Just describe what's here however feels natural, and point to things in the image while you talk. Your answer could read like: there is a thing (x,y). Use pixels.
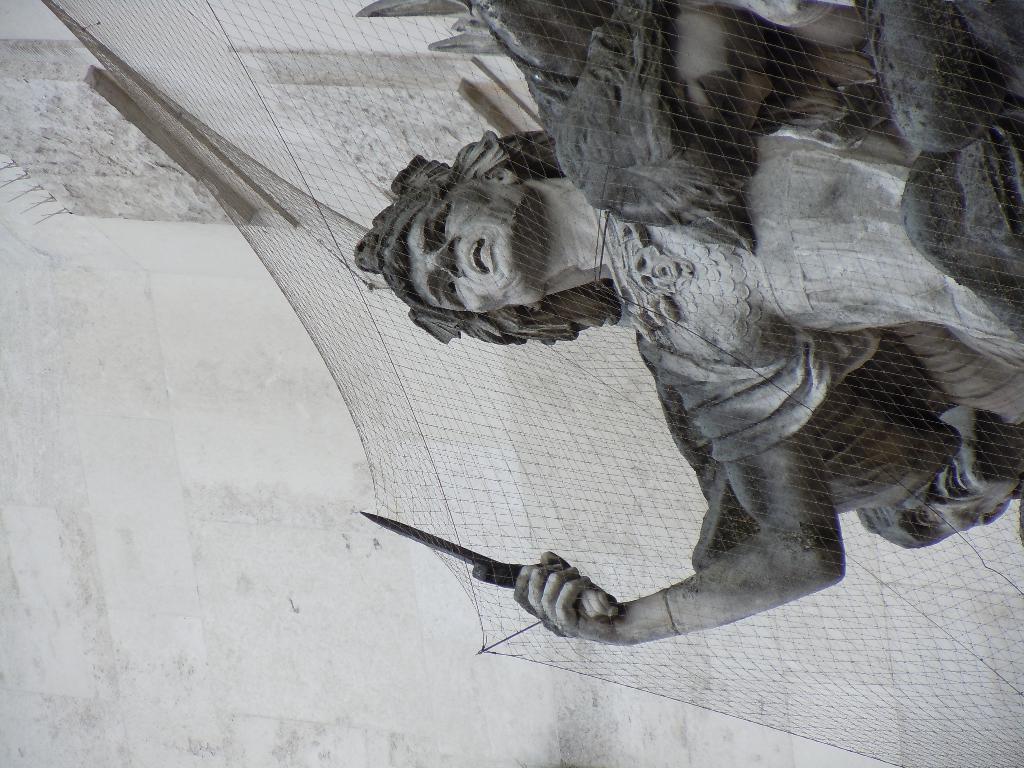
In this image I can see a sculpture (954,119) on the right (963,134). There is a net (540,443) over it. There is a wall (306,613) at the back (306,471) and this is a black and white image.
